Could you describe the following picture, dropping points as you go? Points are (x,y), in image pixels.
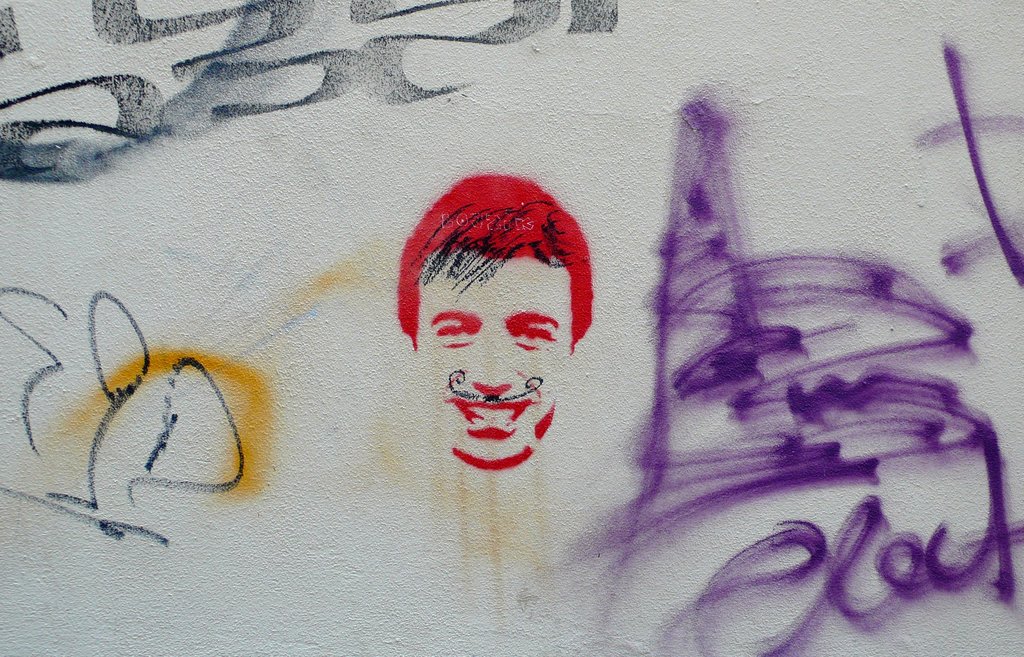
In this picture, we see the wall painting (553,413). In the background (394,295), we see a wall (589,119) in white color. These paintings (178,80) are in red, black and violet color. We see some text (221,77) written on the wall (439,498).
